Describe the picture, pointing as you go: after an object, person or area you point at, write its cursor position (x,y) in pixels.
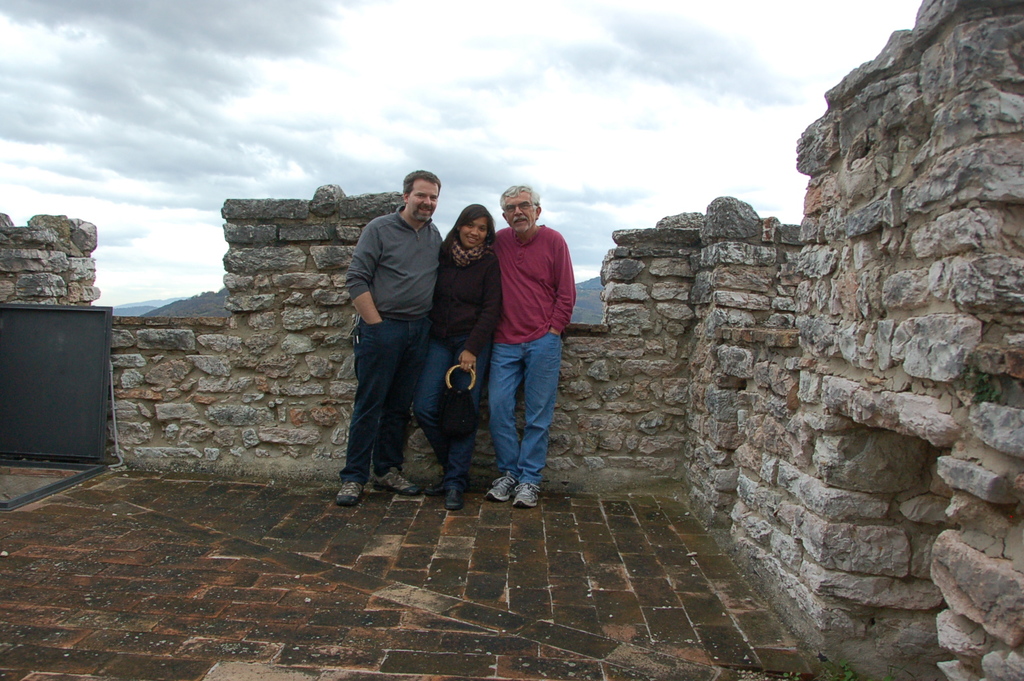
In the center of the image (353,277) there are three people (358,260) standing. There is a stone wall (703,294). In the background of the image (179,77) there are mountains (587,311) and clouds (587,278). At the bottom of the image (555,559) there is floor (405,611).
